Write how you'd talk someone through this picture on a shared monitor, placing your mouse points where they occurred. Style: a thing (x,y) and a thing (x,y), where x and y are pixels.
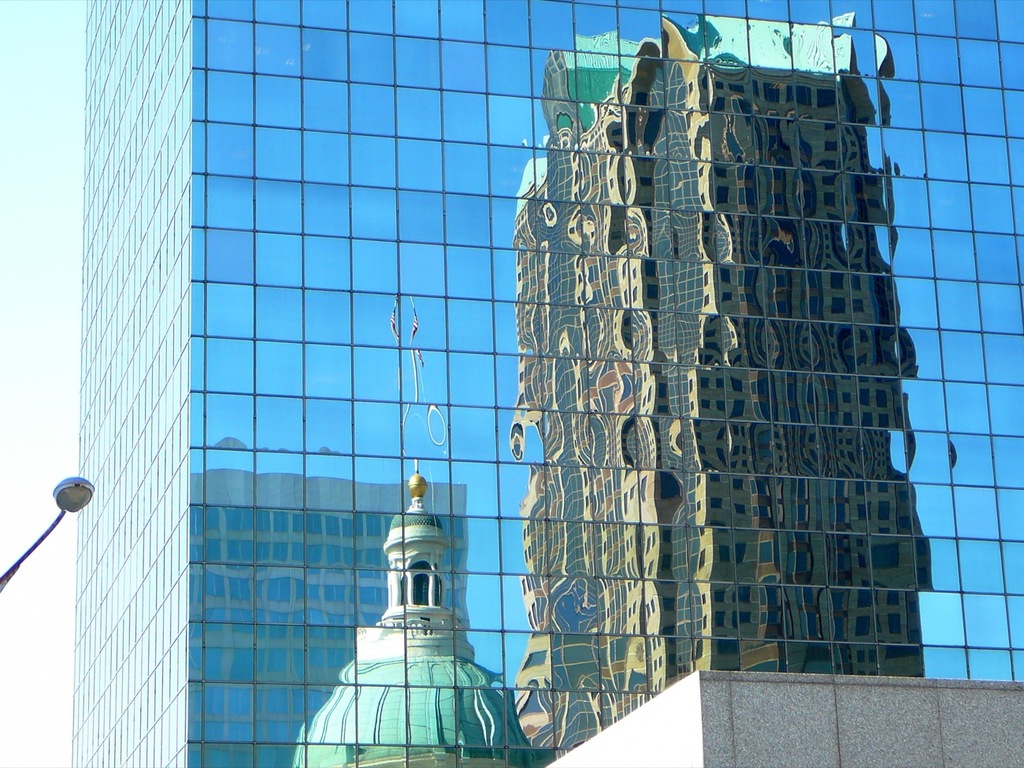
In the picture we can see a glass building (317,137) and near it, we can see a part of the wall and beside the building (959,192) we can see a pole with a light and behind it, we can see a part of the sky (3,255) and on the glass building (315,529) we can see the reflection (379,688) of some objects (579,481).
